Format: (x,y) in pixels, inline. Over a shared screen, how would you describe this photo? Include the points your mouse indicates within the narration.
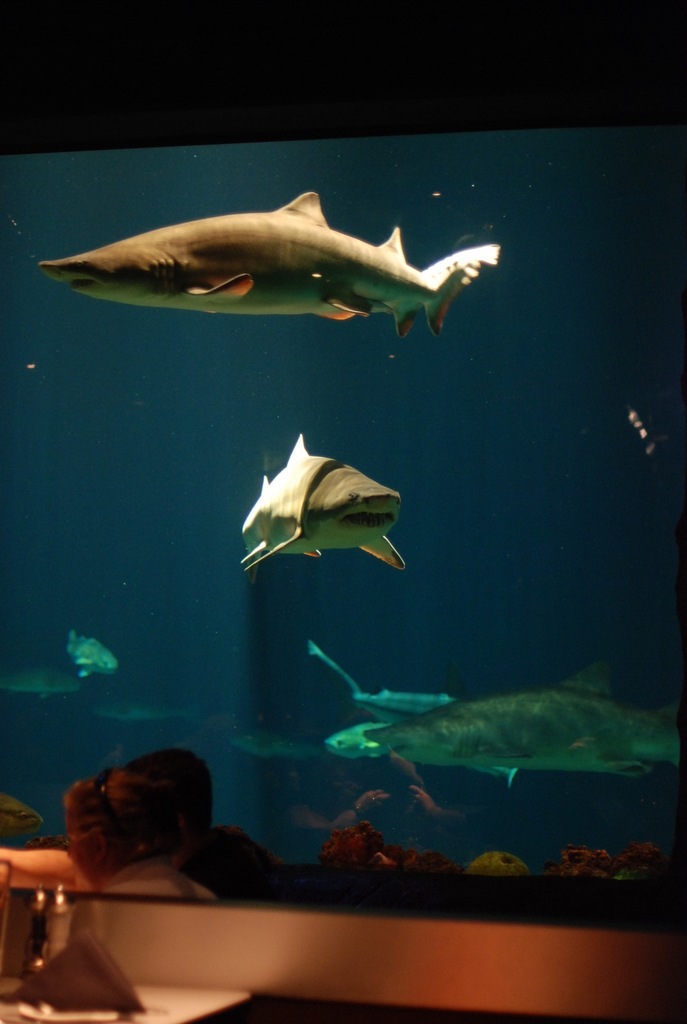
In this picture we can see fishes (468,752) in water (205,410) and a table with a tissue paper stand (53,976) and bottles (61,905) on it.
